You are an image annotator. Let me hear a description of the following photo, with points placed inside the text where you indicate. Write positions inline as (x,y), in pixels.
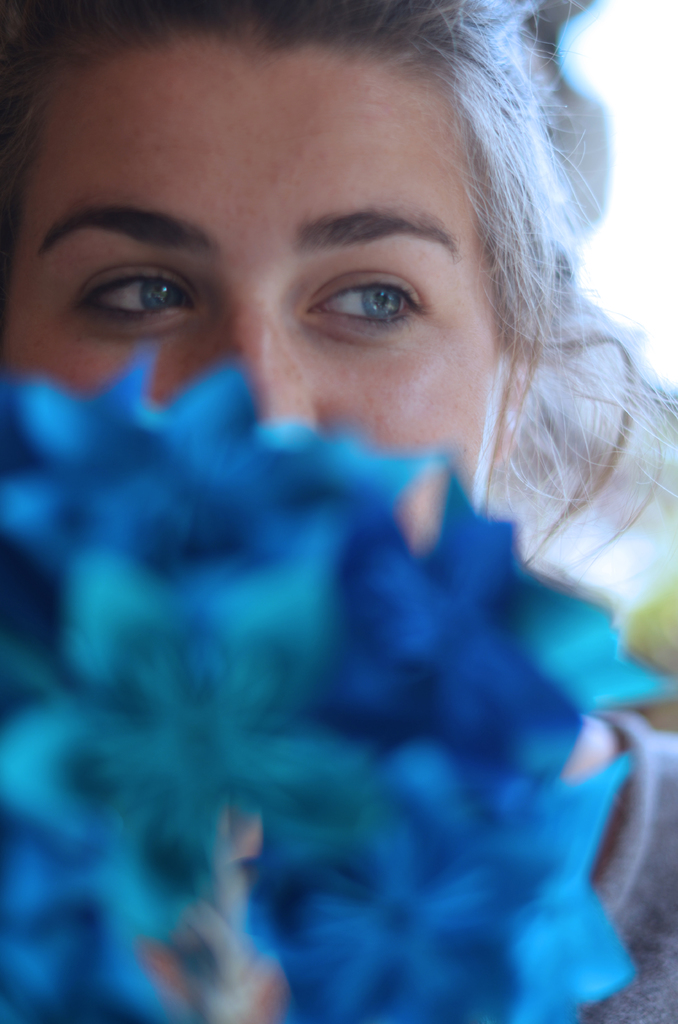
In this picture there is a beautiful woman (226,335), covering her face (479,432) with blue flowers (238,596).
